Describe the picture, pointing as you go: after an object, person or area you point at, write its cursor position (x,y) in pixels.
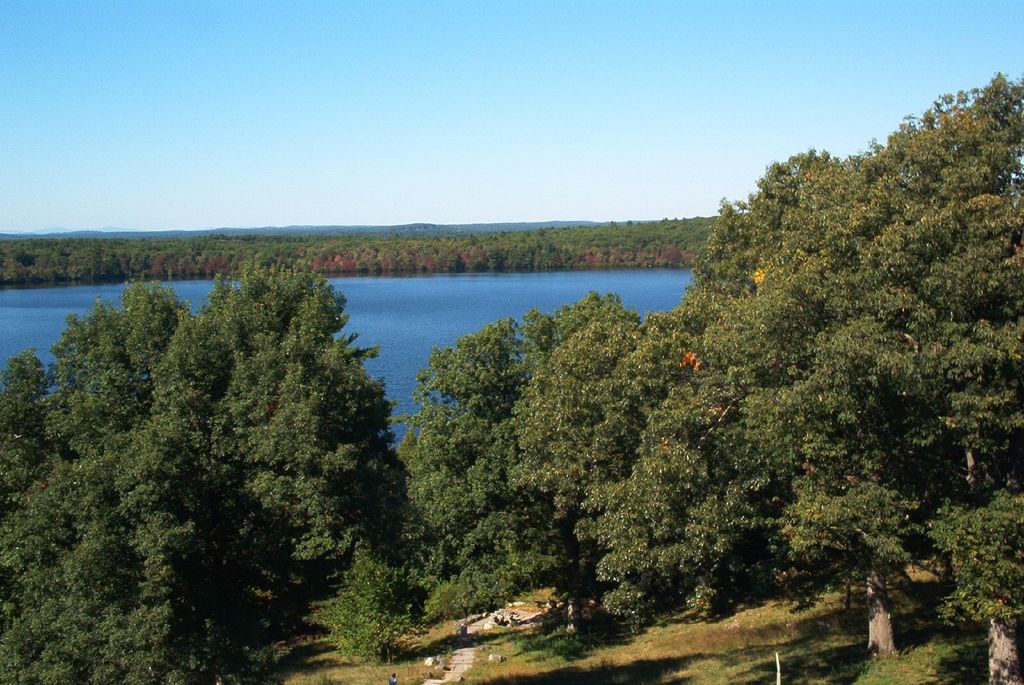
In the image we can see there are many trees (718,474), this is a grass (911,657), water (419,341) and a sky (497,89). There are the stones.
